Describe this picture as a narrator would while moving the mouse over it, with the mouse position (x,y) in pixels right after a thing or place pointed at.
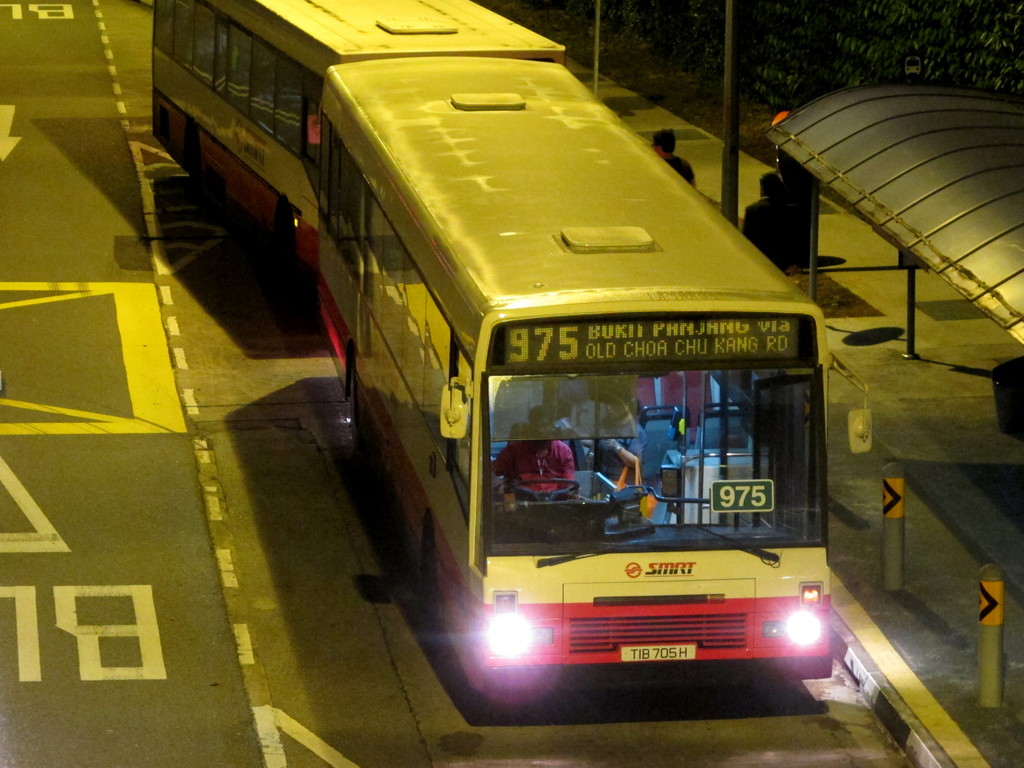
There are two buses (404,379) on the road (352,561). This looks like a bus bay (923,233). I can see two people (758,213) standing. This is a pole (732,115). I think these are the trees (893,30).
